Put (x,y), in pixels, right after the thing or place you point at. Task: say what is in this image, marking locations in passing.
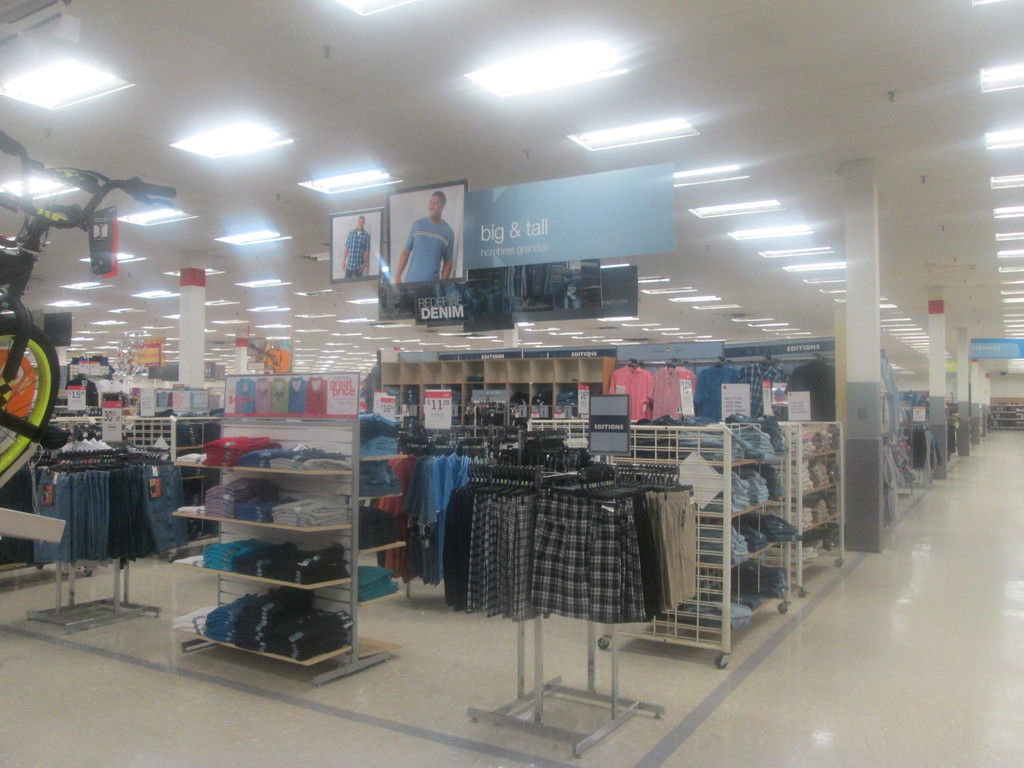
Here we can see clothes (488,496) hanging to a stand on the floor (52,737) and there are clothes (295,577) on the racks (302,475) and we can see hoardings (535,317), pillars (859,474) and lights (306,317) on the ceiling (322,320) and on the left (38,359) there is a bicycle (48,350).
